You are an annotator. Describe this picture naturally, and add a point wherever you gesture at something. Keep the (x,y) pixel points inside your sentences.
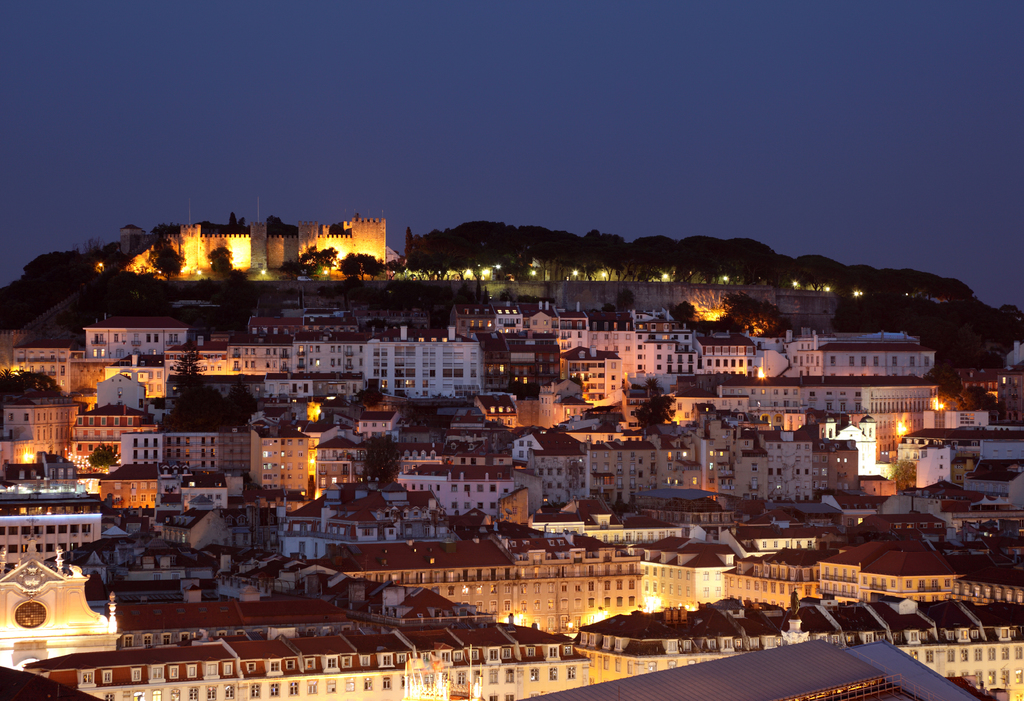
In this image there are many buildings (390,682). At the background of the image (491,243) there are trees (648,262).
